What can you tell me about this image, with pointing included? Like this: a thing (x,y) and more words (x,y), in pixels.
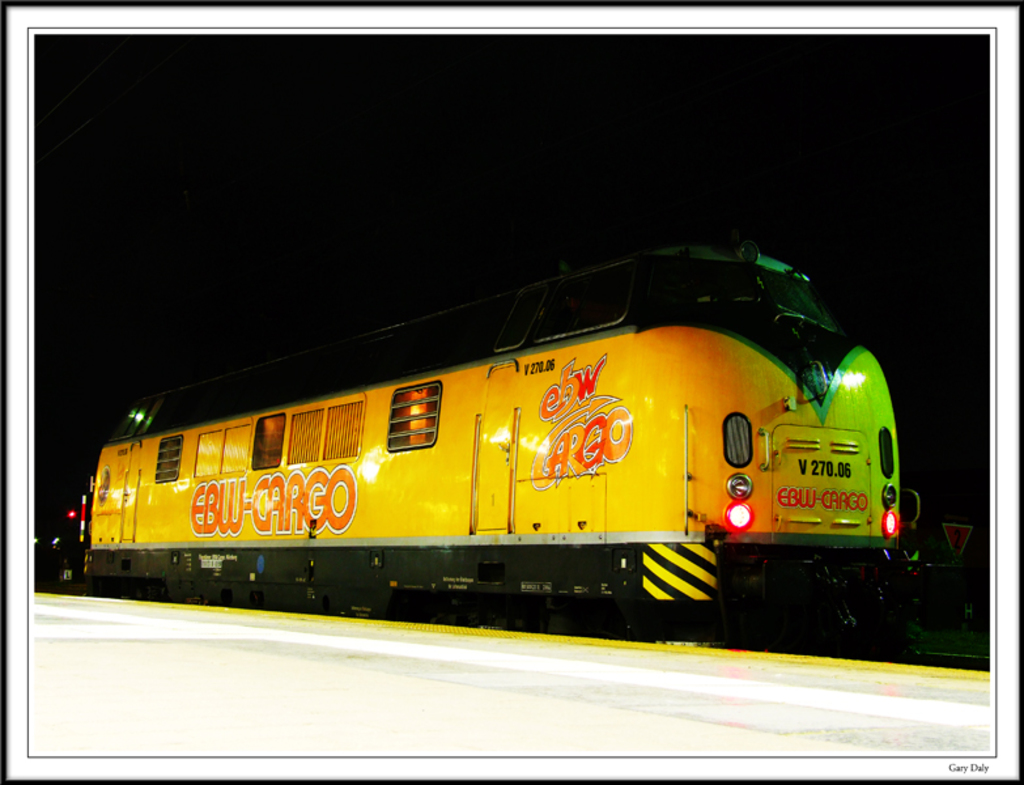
In this picture I can observe a train (499,529) on the railway track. There is a platform (445,649). The train (229,462) is in yellow color. The background (79,226) is completely dark.
